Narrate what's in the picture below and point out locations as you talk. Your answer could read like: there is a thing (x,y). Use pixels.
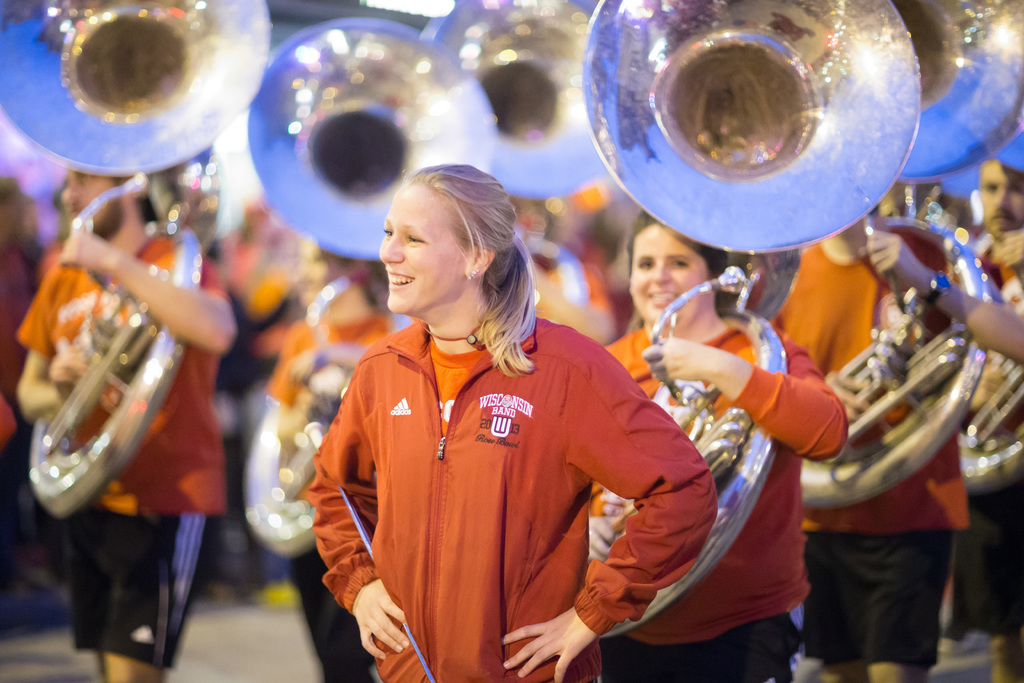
In the image there is a woman (447,386) in the foreground (477,431), she is laughing and behind her there are some other people (927,270), they are playing music instruments (181,89).
